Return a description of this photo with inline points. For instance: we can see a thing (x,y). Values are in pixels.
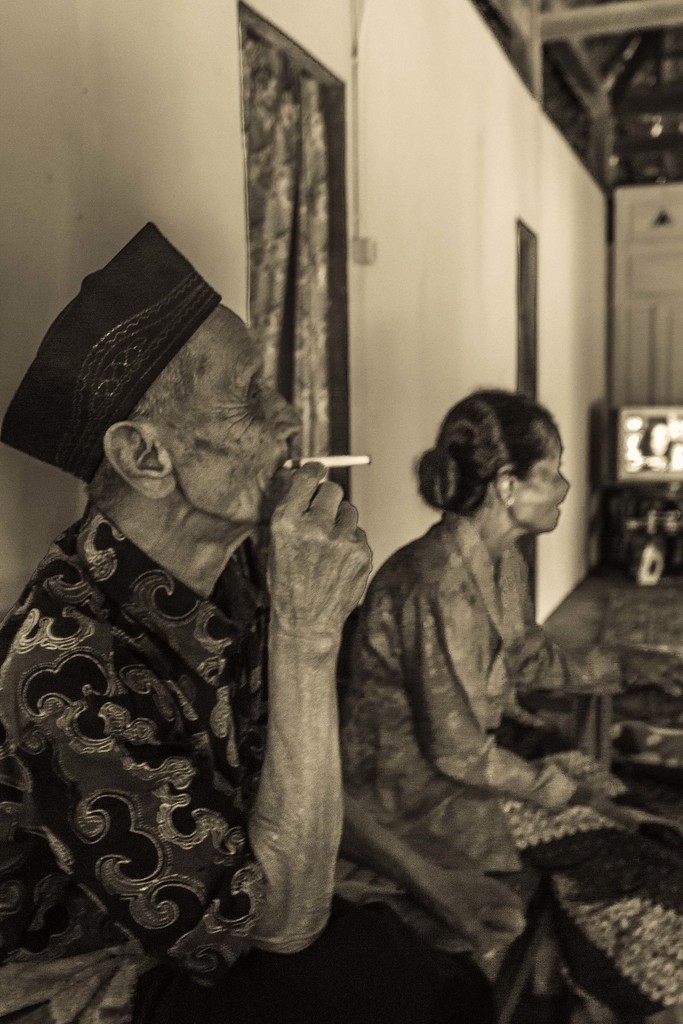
There is one man (144,746) sitting and smoking a cigarette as we can see on the left side of this image (130,593). There is one woman (508,700) sitting on the right side of this image (465,736). There is a wall (371,274) in the background (507,310). We can see a curtain (311,163) at the top of this image (284,161) and there is a television (643,450) on the right side of this image (654,447).
